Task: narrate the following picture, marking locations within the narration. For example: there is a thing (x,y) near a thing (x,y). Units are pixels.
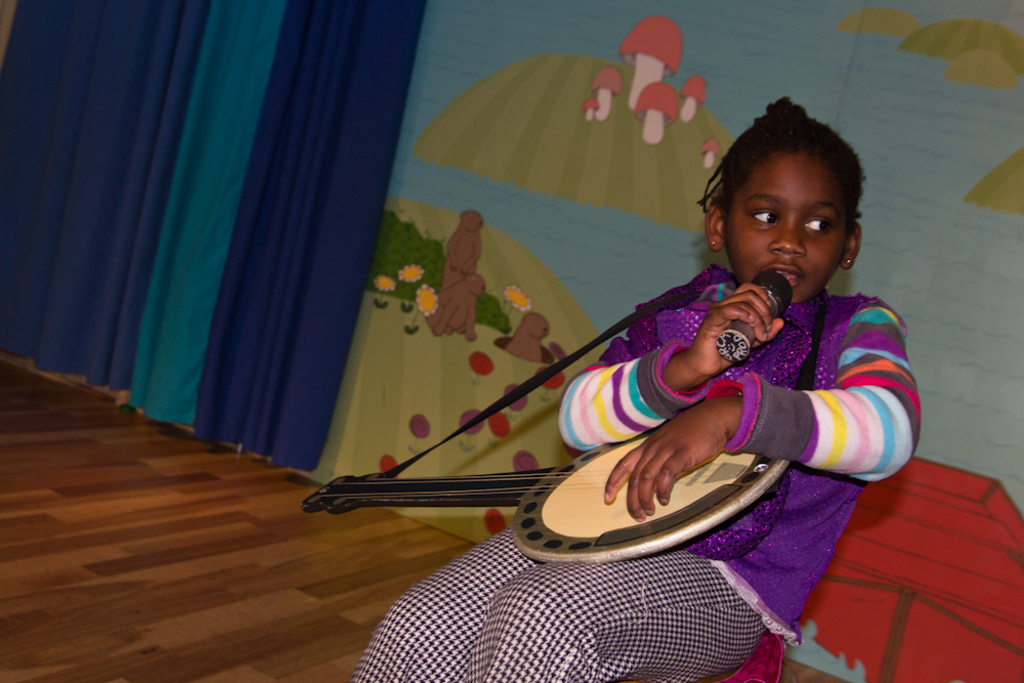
There is a small girl (849,373) holding a guitar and a mic (723,342) in the foreground area of the image (717,370), there is a curtain (373,120) and a painting (497,157) on the wall (563,141) in the background (530,232).
